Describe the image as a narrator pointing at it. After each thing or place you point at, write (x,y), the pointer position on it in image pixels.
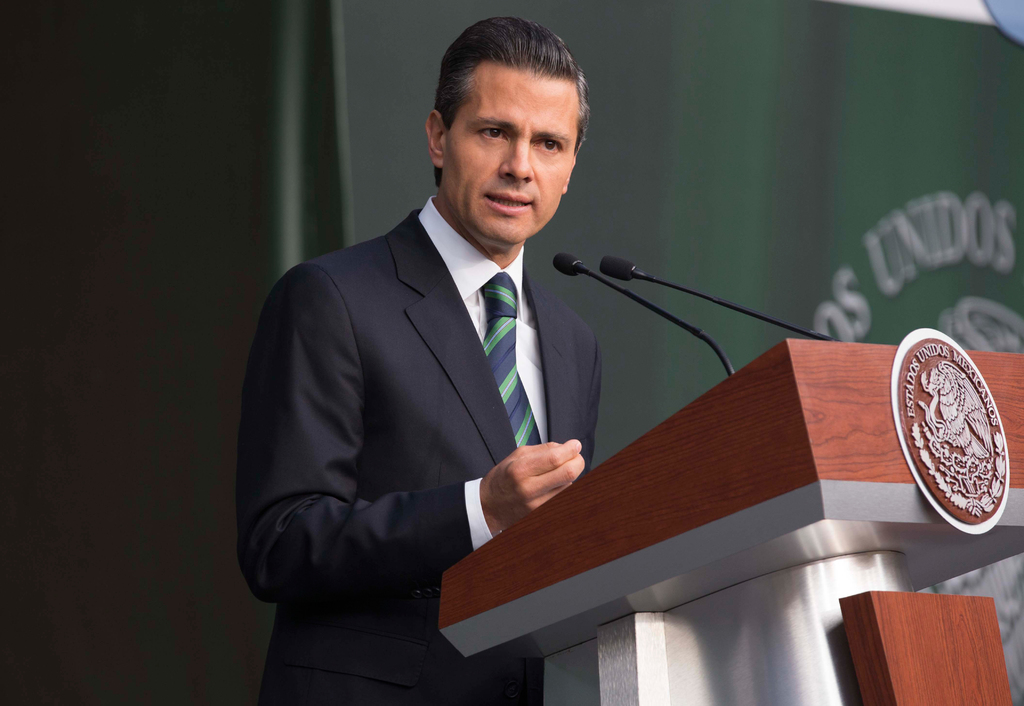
The picture consists of a person (487,430) in black suit (464,457) talking, in front of him there is a podium (767,465). On the podium (774,374) there are two mics (638,295). The background (144,576) is blurred.
